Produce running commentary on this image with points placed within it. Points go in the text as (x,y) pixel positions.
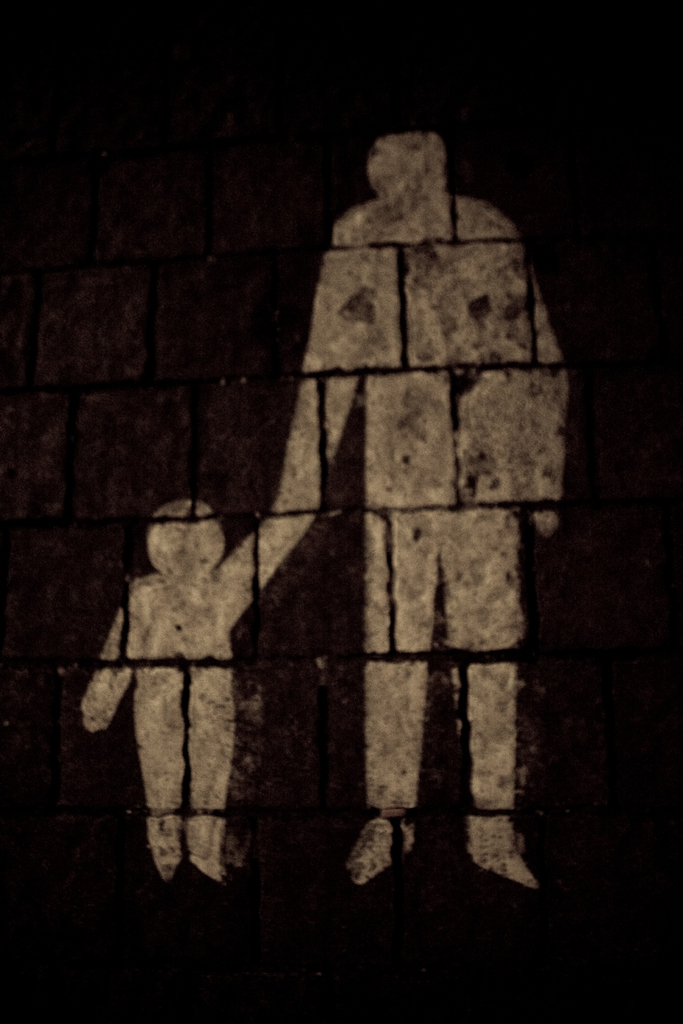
In this image, we can see painting (475,341) on the wall (682,327). In the background (402,920), we can see black color.
